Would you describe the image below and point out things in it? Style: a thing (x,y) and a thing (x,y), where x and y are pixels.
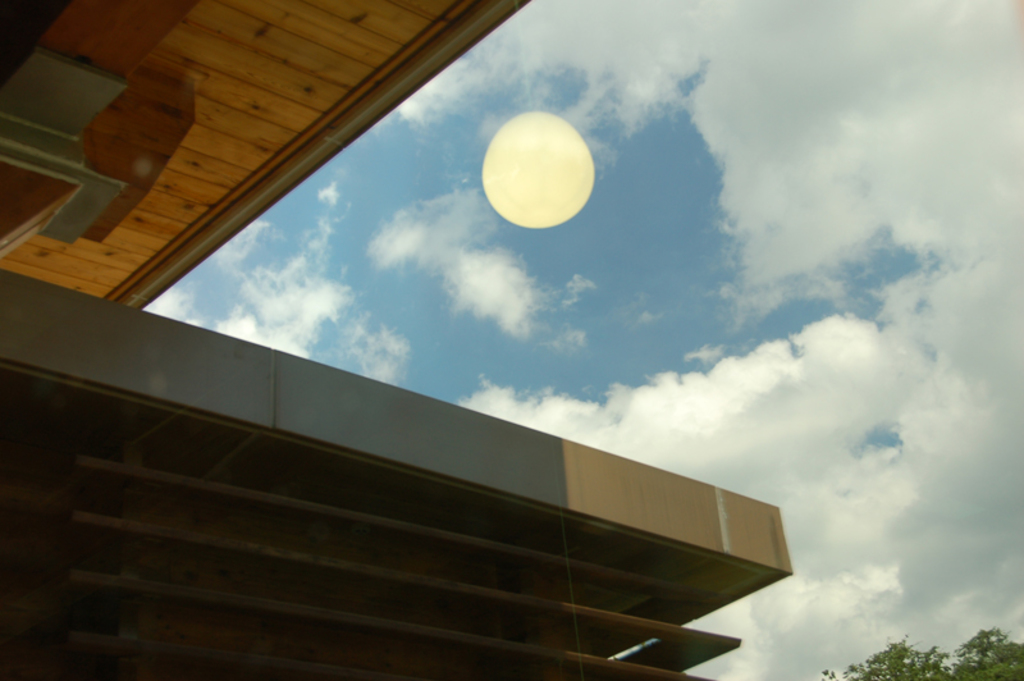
In this picture I can see the architecture (348,412) of a building (237,432) on the left side (237,432). In the middle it looks like a reflected image of a light (580,191) on the glass (572,206). In the background (671,278) I can see the sky (770,269), in the bottom right hand side (996,651) there are trees (1004,669).
